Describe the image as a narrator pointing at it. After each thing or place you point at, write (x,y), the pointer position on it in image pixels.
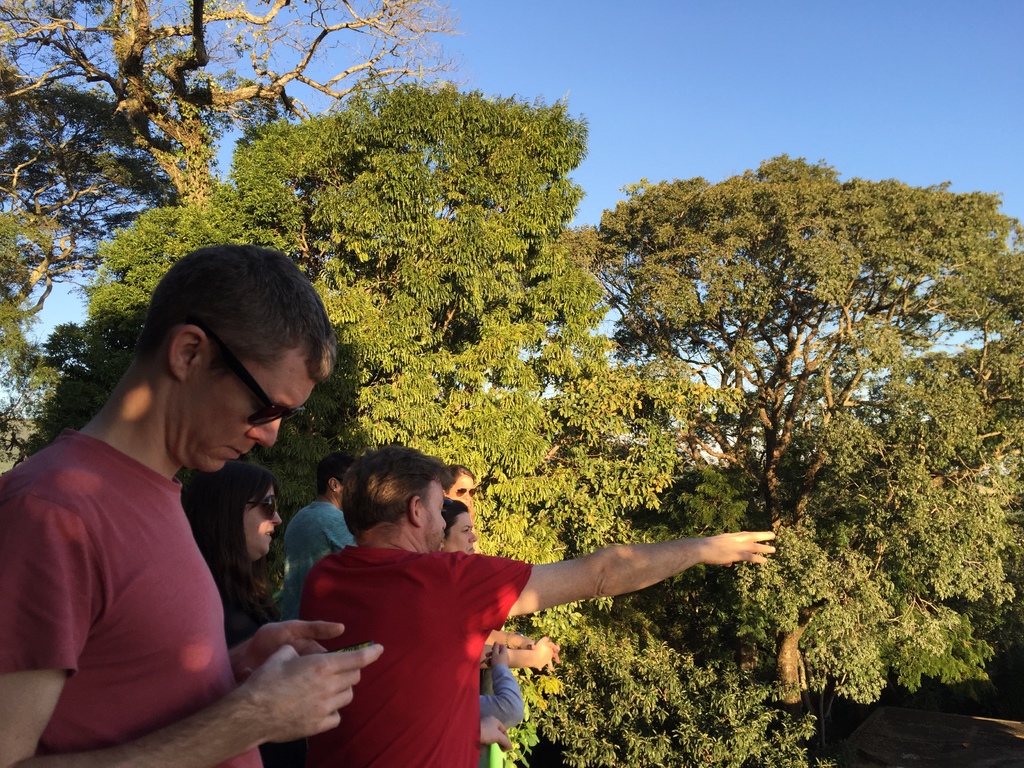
On the left side (210,656) there are people (302,643) standing, in the background (647,401) there are trees (766,357) and the sky (836,42).
